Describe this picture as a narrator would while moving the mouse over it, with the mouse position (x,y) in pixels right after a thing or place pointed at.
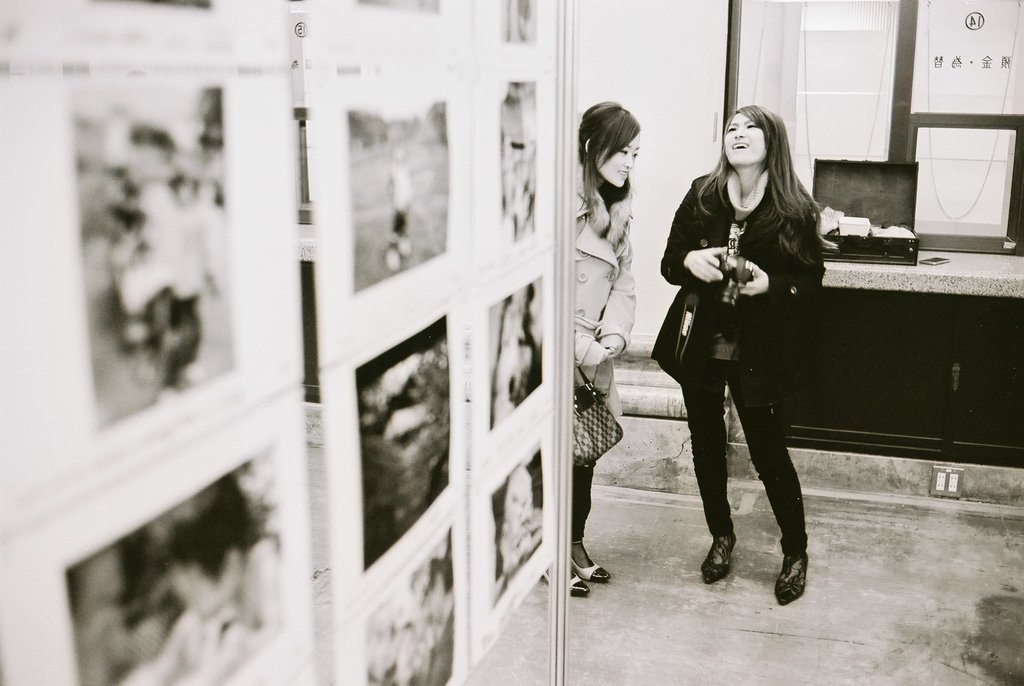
In this black and white picture two women (766,265) are standing on the floor (798,615). The woman (780,589) on the right side (780,276) is holding a camera (736,276) in her hand (752,287). Beside her there is a woman (608,367) carrying a bag (592,409). Right side (920,360) there is a cabinet (896,300) having a box (908,259) and a frame (944,236) are on it. In the box (854,208) there are few objects (852,221). Left side (269,275) there is a board (257,291) having few pictures (382,402) attached to it.
